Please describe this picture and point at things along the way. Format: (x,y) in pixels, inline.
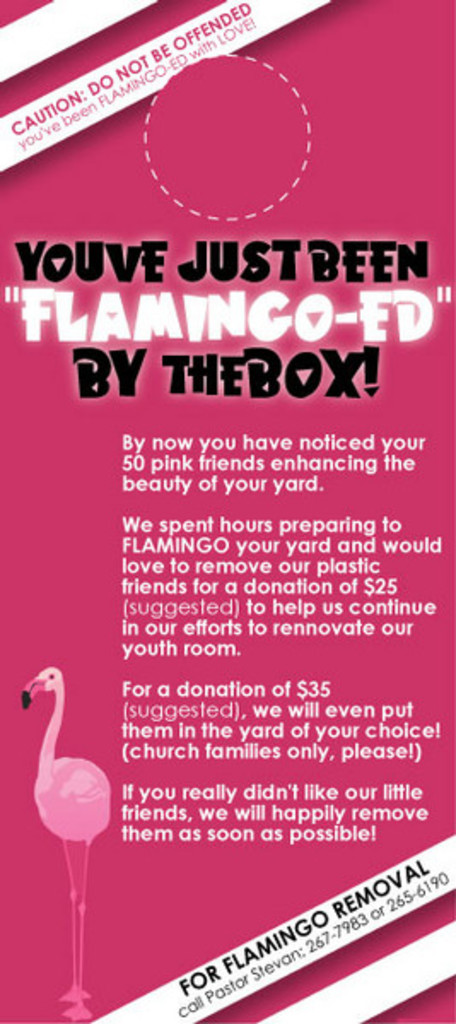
This image consists of a poster (298,518) in pink color. On which we can see the text (214,801) along with a bird (65,773).
